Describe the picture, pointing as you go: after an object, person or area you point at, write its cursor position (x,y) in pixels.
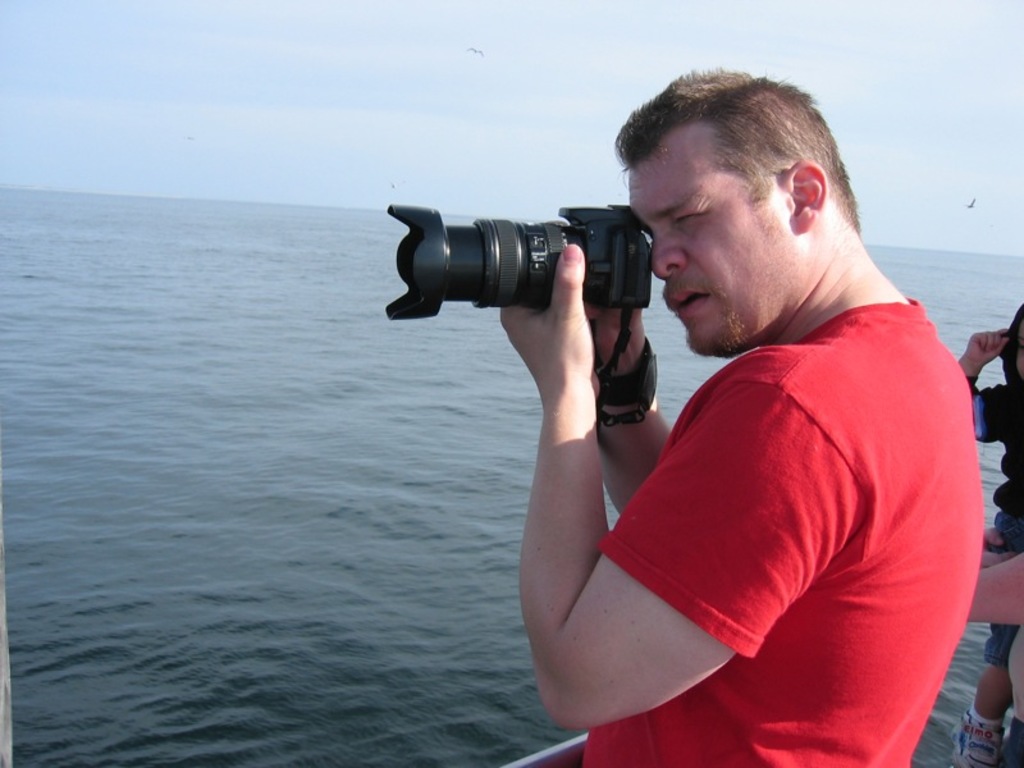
A person (763,498) wearing a red t shirt (764,464) is holding camera (522,255) and taking picture. In the background (261,456) there is water (292,401) and sky (338,101). Also in the right (1000,594) a person (1000,570) is holding a child (1016,438).
